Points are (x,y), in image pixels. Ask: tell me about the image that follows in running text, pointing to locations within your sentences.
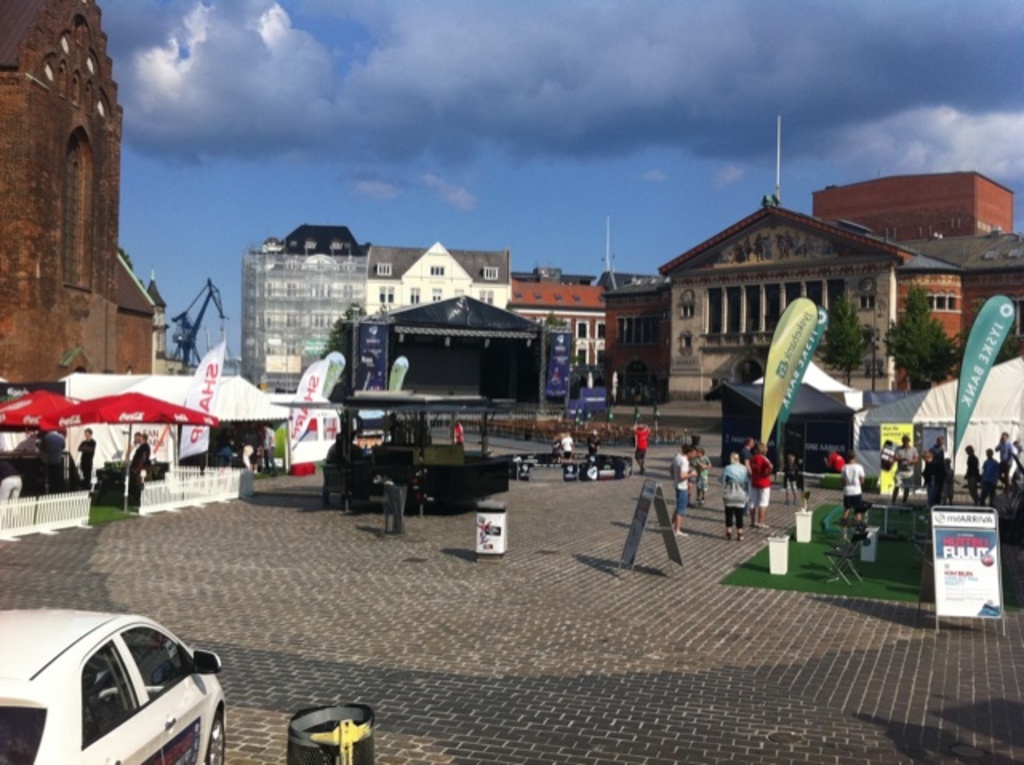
In this image there is a fest, in that fest there are tents (867,450) and people (598,449) are doing different activities, in the background (84,243) there are buildings (121,287) and blue sky (533,134), in the bottom left (103,620) there is a car (89,731).
